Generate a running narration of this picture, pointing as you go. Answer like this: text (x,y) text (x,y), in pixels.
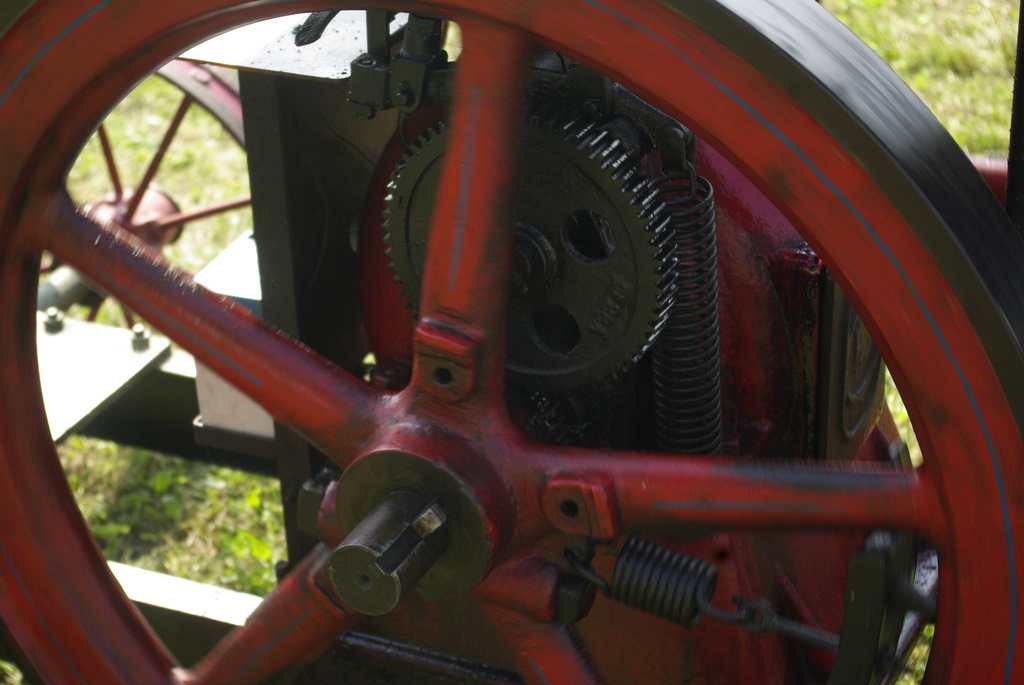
In this picture we can see a wheel (969,403), a gear (566,303) and springs (675,383) in the front (717,369), in the background (917,71) there is grass (928,53).
